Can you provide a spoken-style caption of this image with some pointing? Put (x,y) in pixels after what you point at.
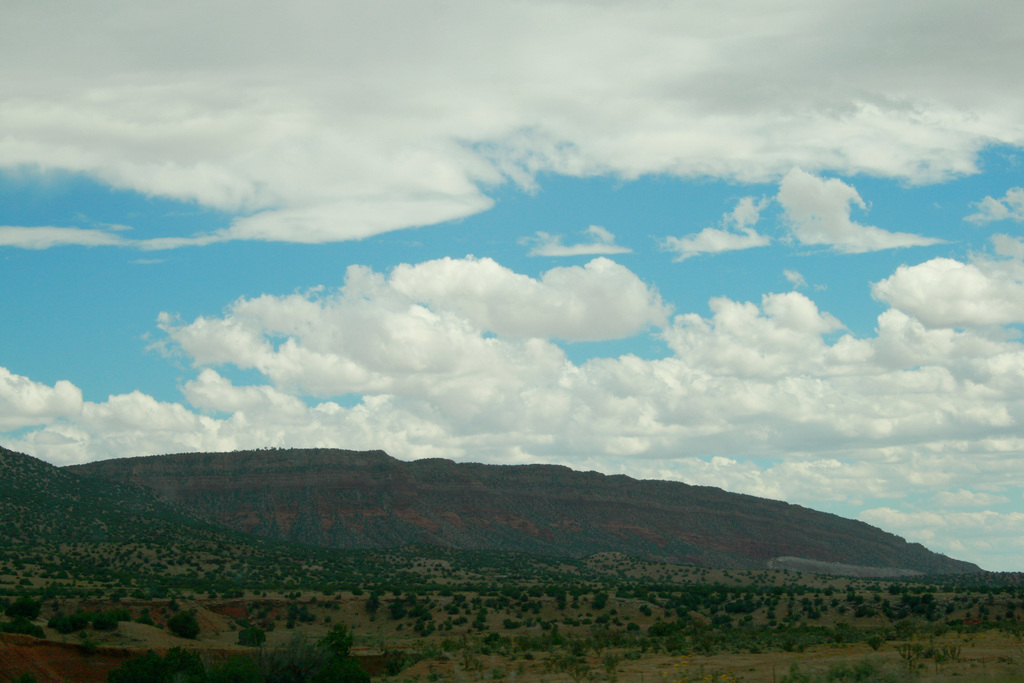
In this picture I can observe trees (392,565) and hills (466,508) in the middle of the picture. In the background (384,348) I can observe some clouds (411,278) in the sky (411,278).
